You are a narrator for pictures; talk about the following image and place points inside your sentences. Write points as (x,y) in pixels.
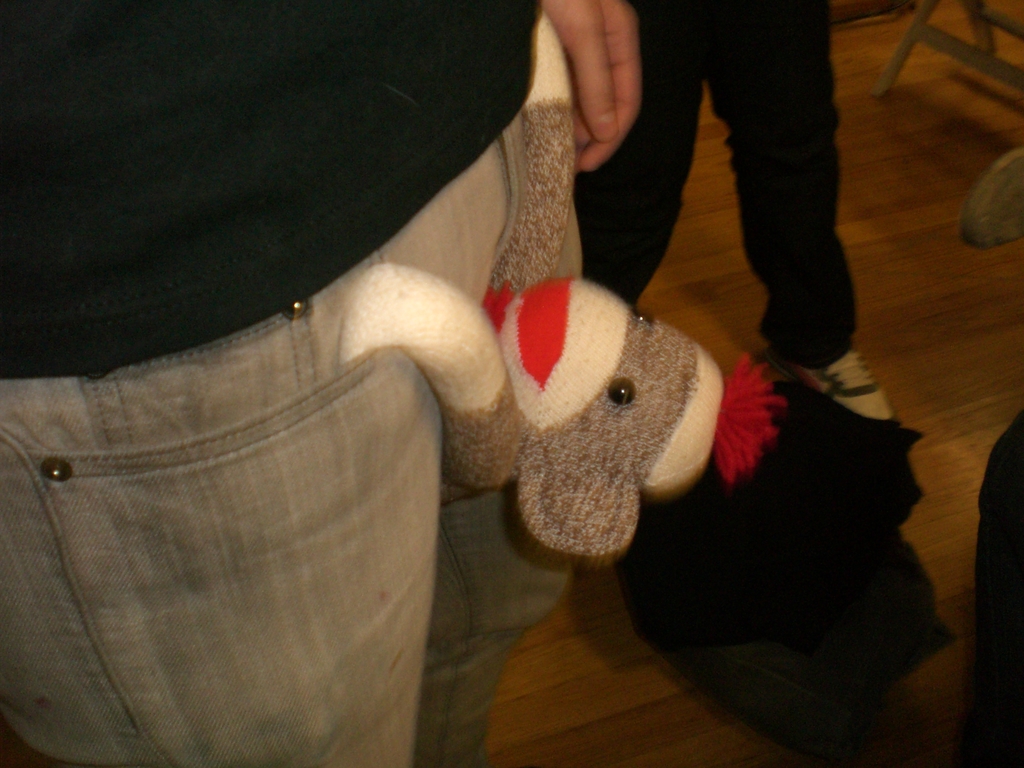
In this image there is a sock monkey (596,398) hanging from a person's pocket (242,356), beside the person (482,212) there are legs (757,163) of another person (770,163), beside him there is a chair (1014,28).
